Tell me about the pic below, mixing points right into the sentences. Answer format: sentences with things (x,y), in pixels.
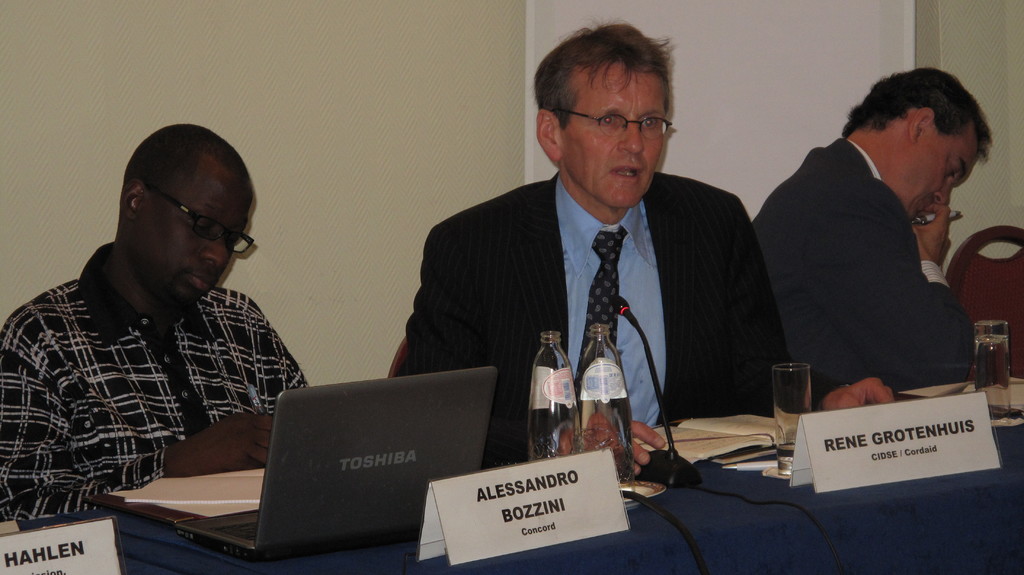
In this image there are three people (622,331) sitting on chairs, in front of them there is a table (1014,427) on that table (1014,441) there are bottles (607,401), glasses (979,354), laptop (474,423) and mic (665,408) and there are boards (873,445) on that boards (444,510) some names (517,490) are written, in the background (63,63) there is a wall (952,58).
